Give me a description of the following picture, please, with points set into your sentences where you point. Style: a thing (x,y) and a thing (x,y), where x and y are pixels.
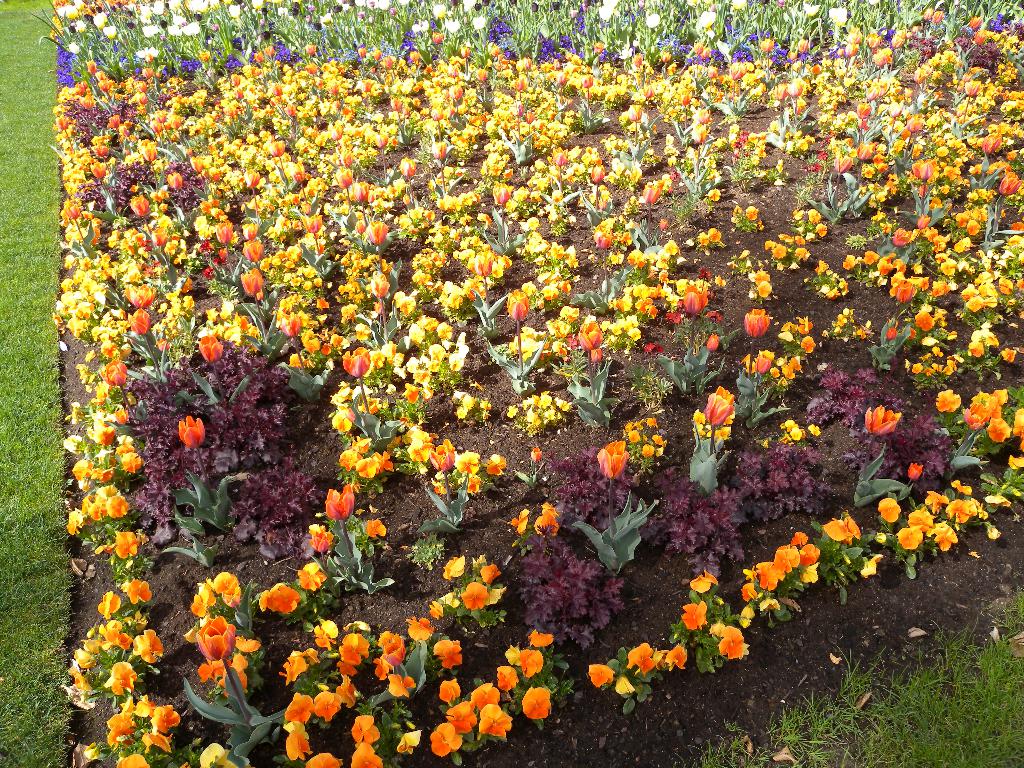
In this picture we can see few plants (557,492), grass (944,680) and flowers (508,185).
